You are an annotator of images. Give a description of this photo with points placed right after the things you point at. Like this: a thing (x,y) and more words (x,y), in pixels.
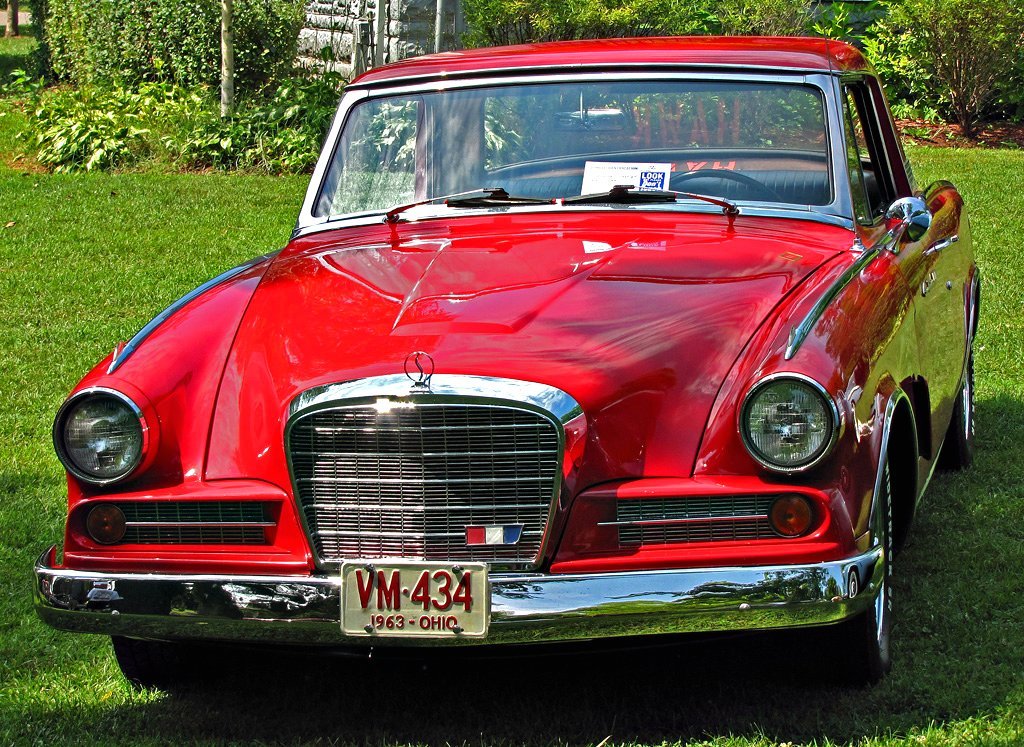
In the picture I can see a red color car (626,370) on the ground (213,186). In the background (255,173) I can see plants (228,145), trees (667,7), the grass (151,194) and some other objects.
